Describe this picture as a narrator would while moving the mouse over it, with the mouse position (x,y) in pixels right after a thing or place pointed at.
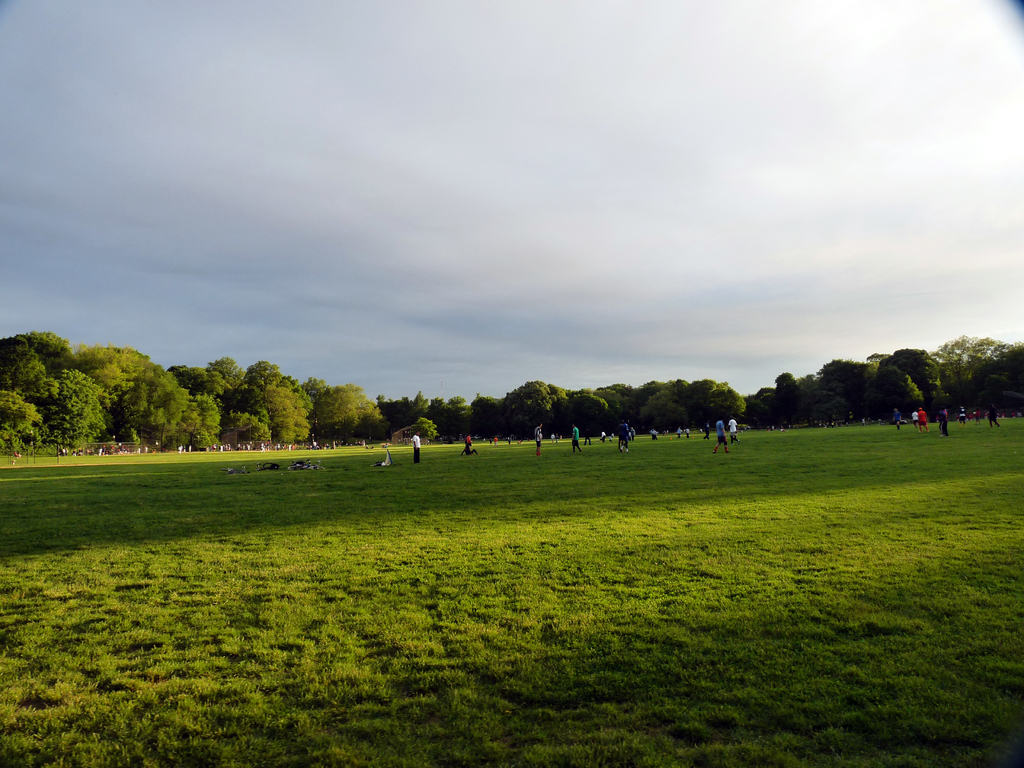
In this image there is a ground (429,447), on that ground (818,460) there are people (915,419) standing, in the background (115,428) there are trees (482,424) and the sky (535,287).
